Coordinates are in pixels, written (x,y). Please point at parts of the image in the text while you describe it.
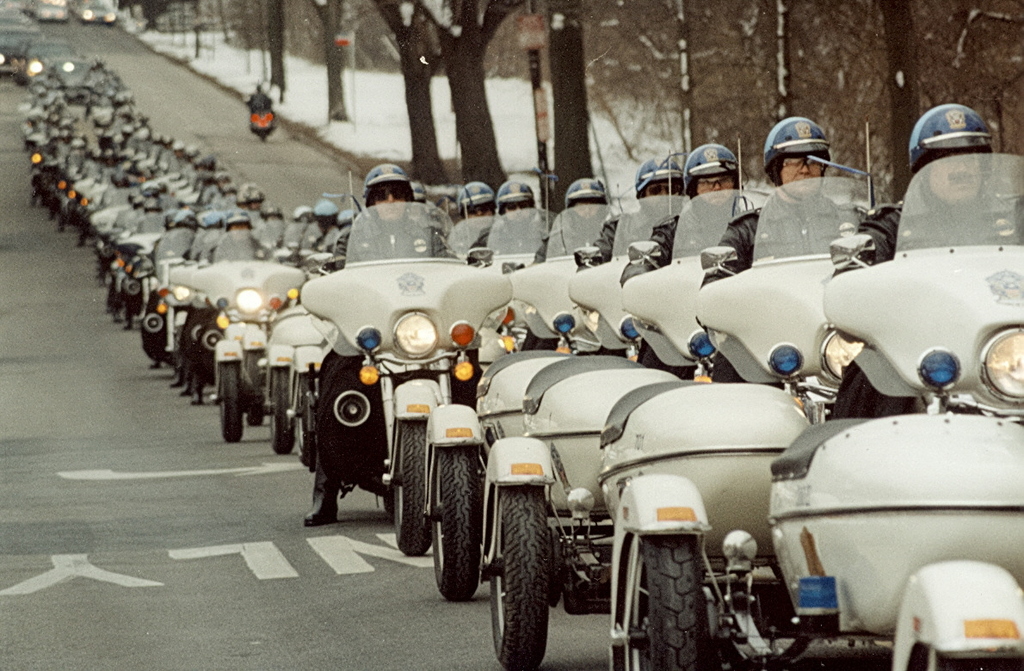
In this picture there are group of bikes (259,273) standing on the road (375,587). All the bikes (712,315) are in grey in color with blue lights (958,374) and yellow radium sticker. All the men (876,228) on the bikes (692,199) are wearing black jackets (738,236) and blue helmets (949,141). In the background (575,100) there are group of trees (470,51).
